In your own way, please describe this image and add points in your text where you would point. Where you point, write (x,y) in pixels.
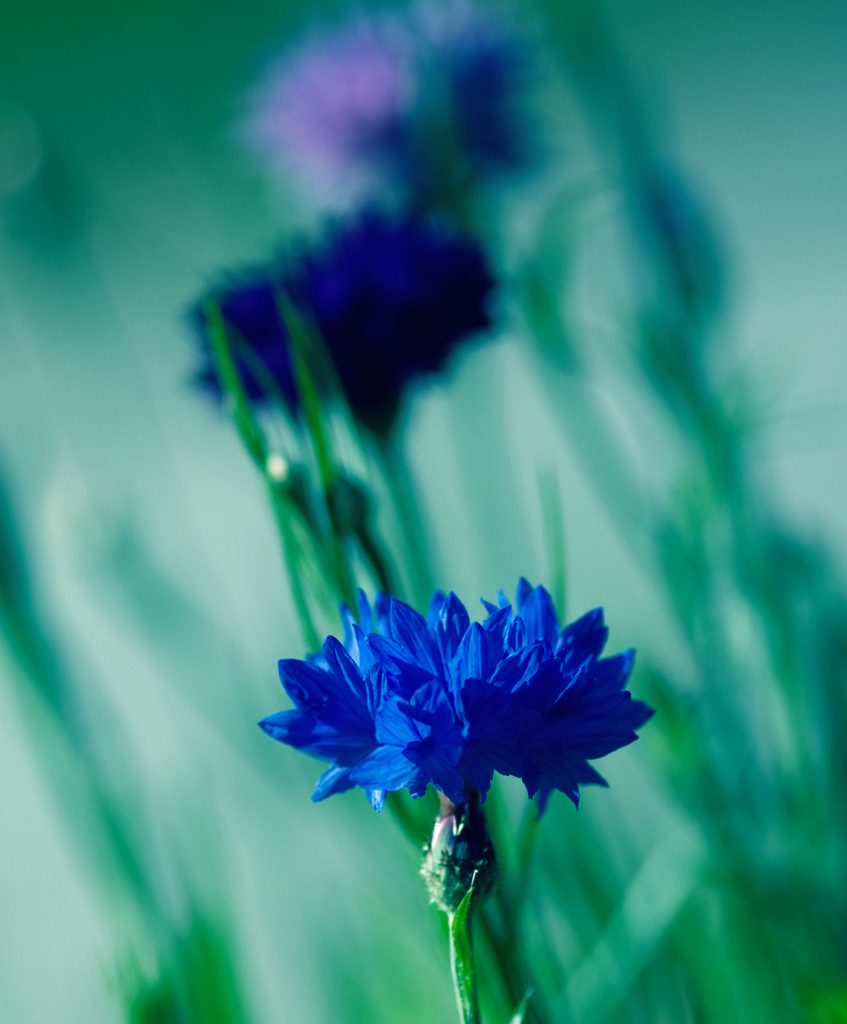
In this image there are flowers (358,325) and there are green colour objects (622,500).
